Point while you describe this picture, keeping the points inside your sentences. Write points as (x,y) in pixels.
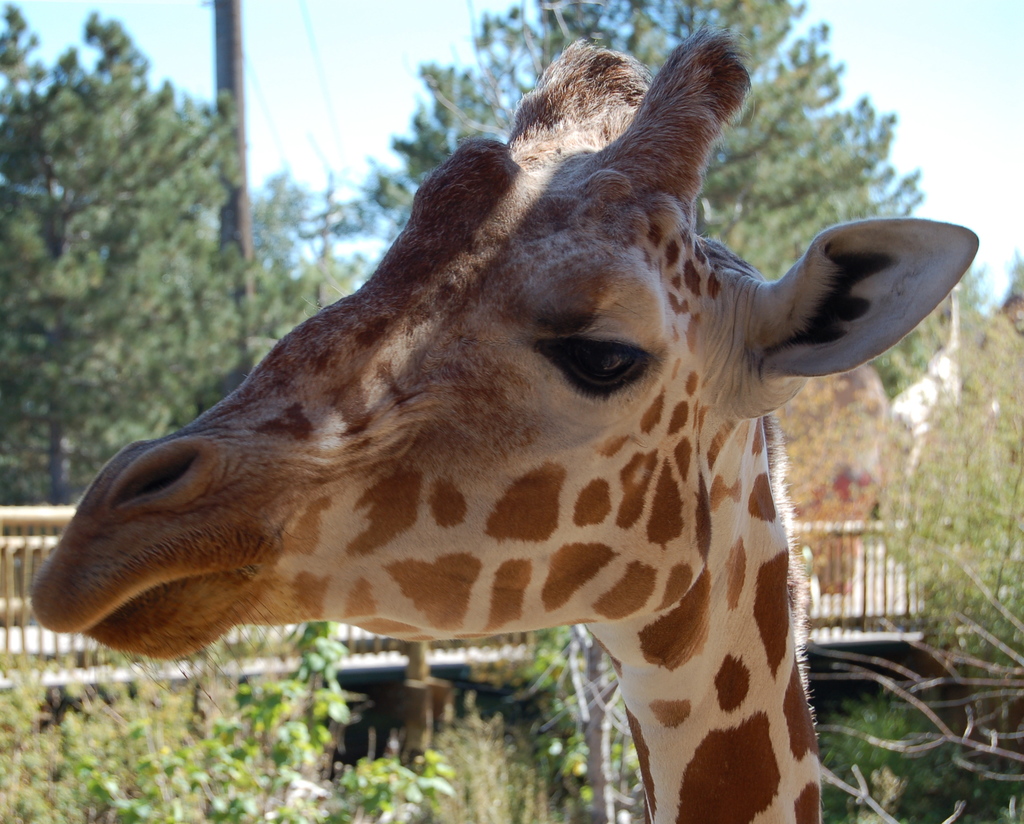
There is a giraffe (615,469) in white and brown color combination. In the background (834,557), there is a bridge (823,595) having fencing (125,660) near plants (541,746) and trees (985,345). In the background (114,189), there are trees (177,208), a pole (224,78) and there are clouds (940,118) in the blue sky (312,38).
